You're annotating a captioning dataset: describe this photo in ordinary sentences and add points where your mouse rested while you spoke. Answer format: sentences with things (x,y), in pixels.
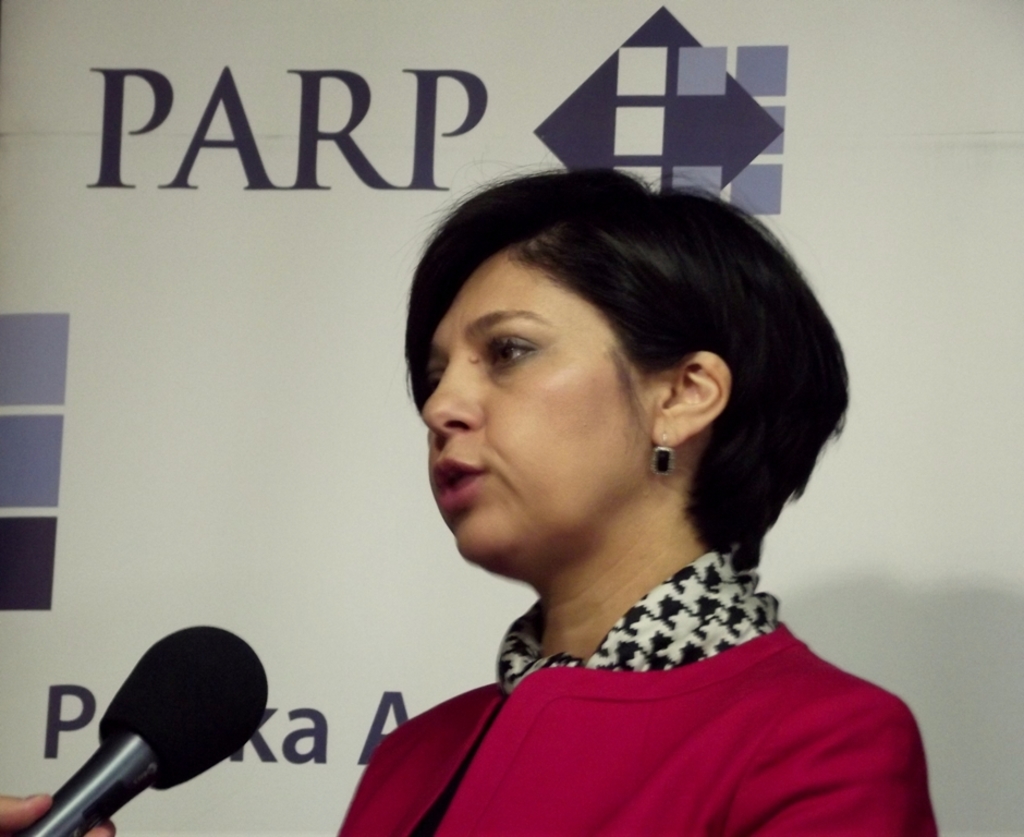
In the center of the image (594,449), we can see a lady (530,631) and there is a person's hand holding a mic (190,722). In the background (320,127), there is a board (445,107) and we can see some text (238,131) and logos (626,128).
